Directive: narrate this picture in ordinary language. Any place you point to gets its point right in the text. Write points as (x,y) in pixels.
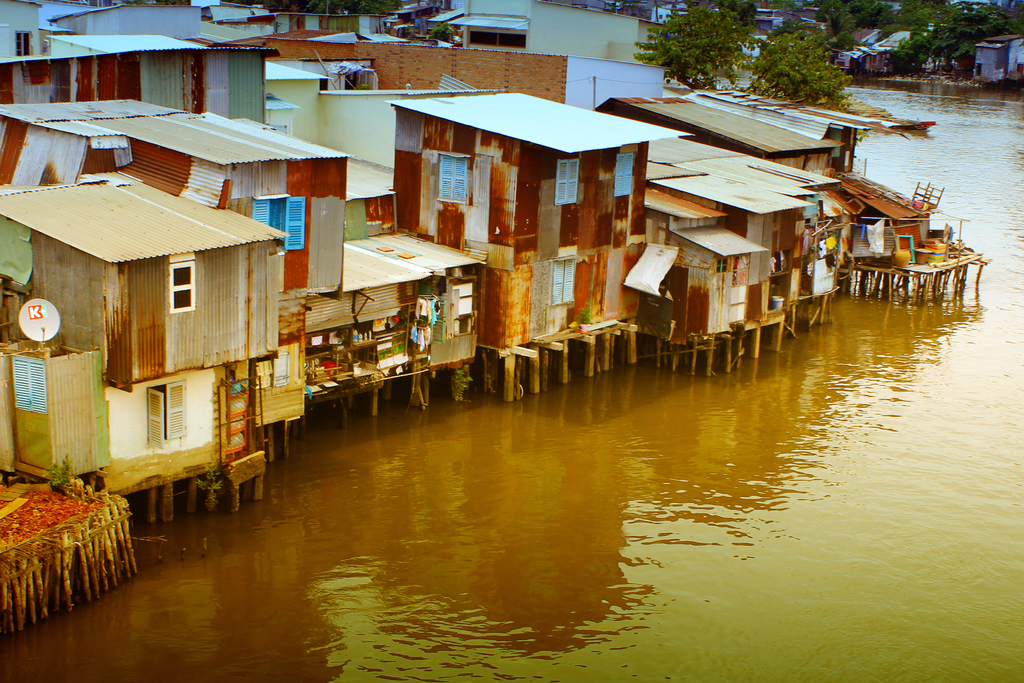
In this image on the right side (706,498), I can see the water (654,575). In the background (784,47), I can see the buildings (535,225) and the trees (694,76).
